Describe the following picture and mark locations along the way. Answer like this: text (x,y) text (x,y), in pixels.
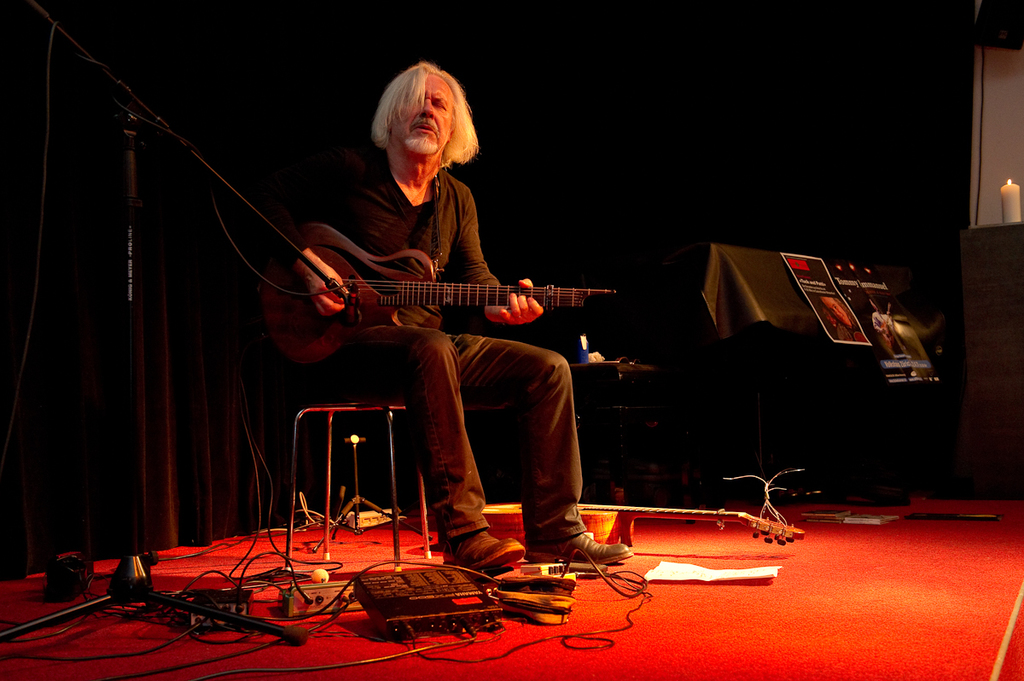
In this picture we can see one person (463,352) is sitting on a chair (394,503) and he is playing a guitar (573,303) and beside we can see some of the musical instruments (600,514) and sound system (326,586).
